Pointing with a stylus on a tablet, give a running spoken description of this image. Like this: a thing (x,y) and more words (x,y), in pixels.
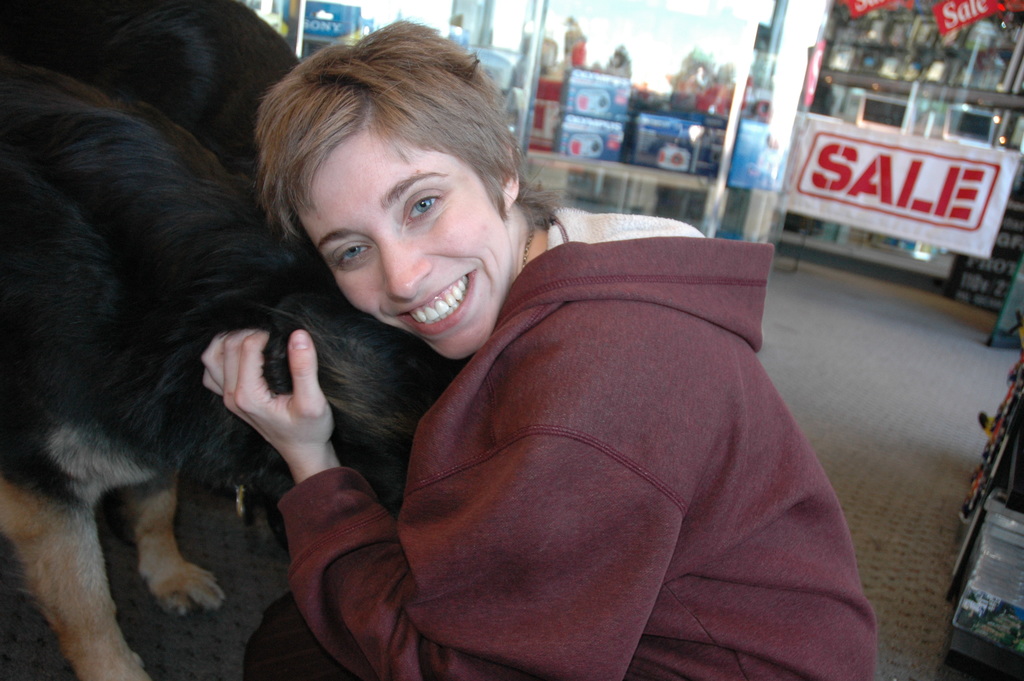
In this image there is woman (591,426) holding an animal (432,396). She is wearing a red hoodie (486,494) and she is smiling. In the background (614,102) there are boxes (659,132) placed in the shelves (661,185). There is also a banner (808,137) with text "Sale" (878,177) on it.
